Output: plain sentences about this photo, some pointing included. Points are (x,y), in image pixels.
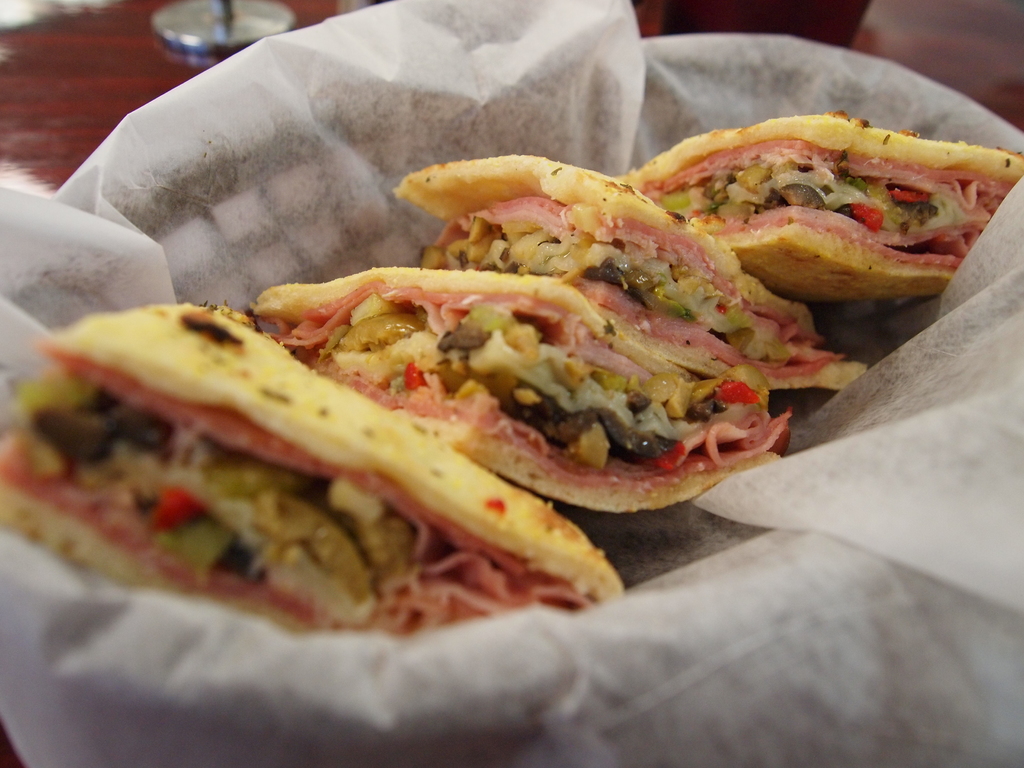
In this image I can see a bowl (272,194) on the brown colored surface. I can a paper (325,250) and few food items (499,358) which are red, cream, green and brown in color.
